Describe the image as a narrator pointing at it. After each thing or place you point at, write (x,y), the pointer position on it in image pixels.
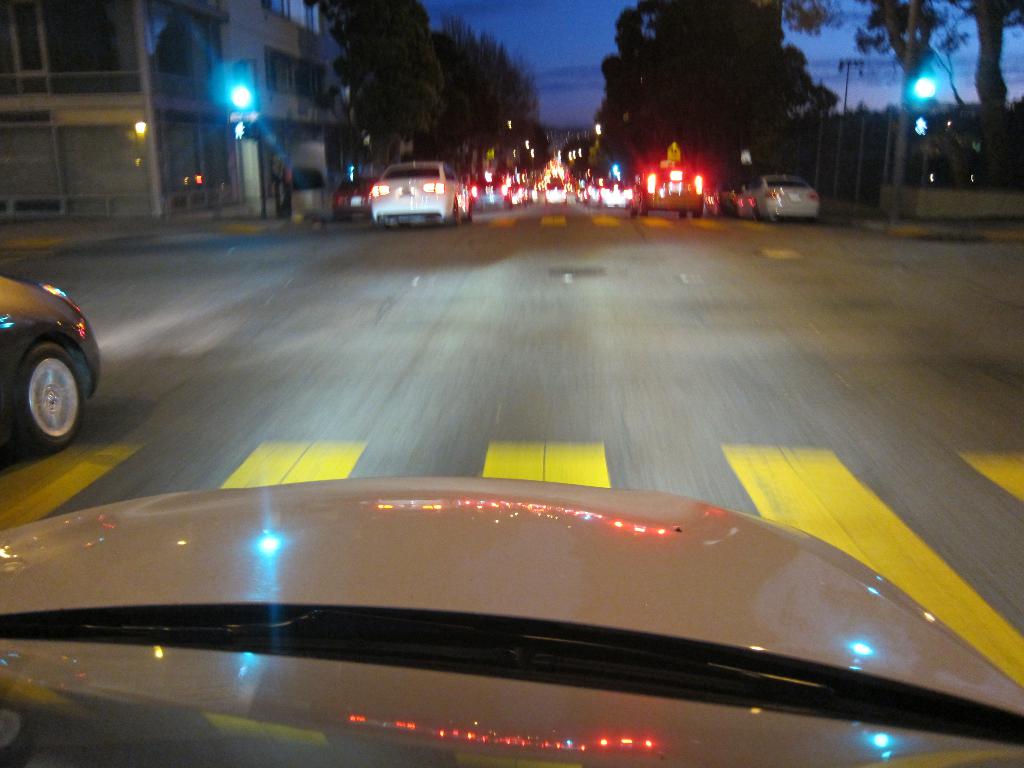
In this image I can see road (533,379) and on it I can see number of vehicles (598,491). I can also see few yellow lines (776,509) on road (730,433). In the background (164,77) I can see a building (177,123), few trees (426,141), few poles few lights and I can see this image is little bit blurry from background (802,152).
